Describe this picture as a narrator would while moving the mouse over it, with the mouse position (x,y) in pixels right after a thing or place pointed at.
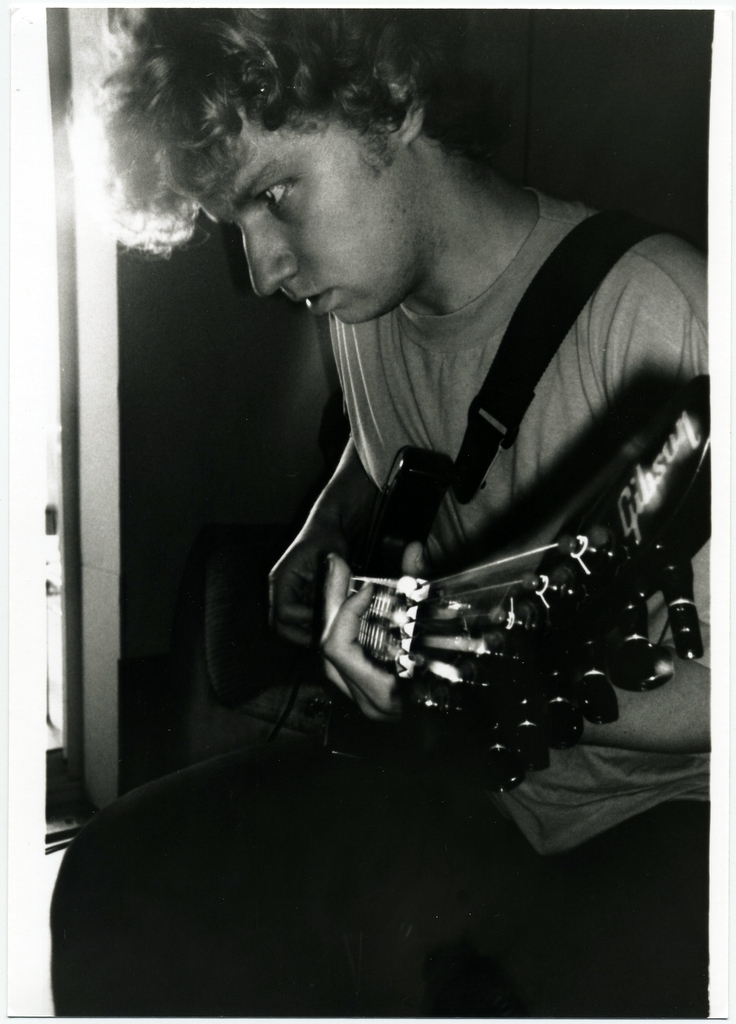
There is a person (438,367) in a t-shirt (455,405), sitting, holding a guitar (576,577) and playing. The background is dark in color.
